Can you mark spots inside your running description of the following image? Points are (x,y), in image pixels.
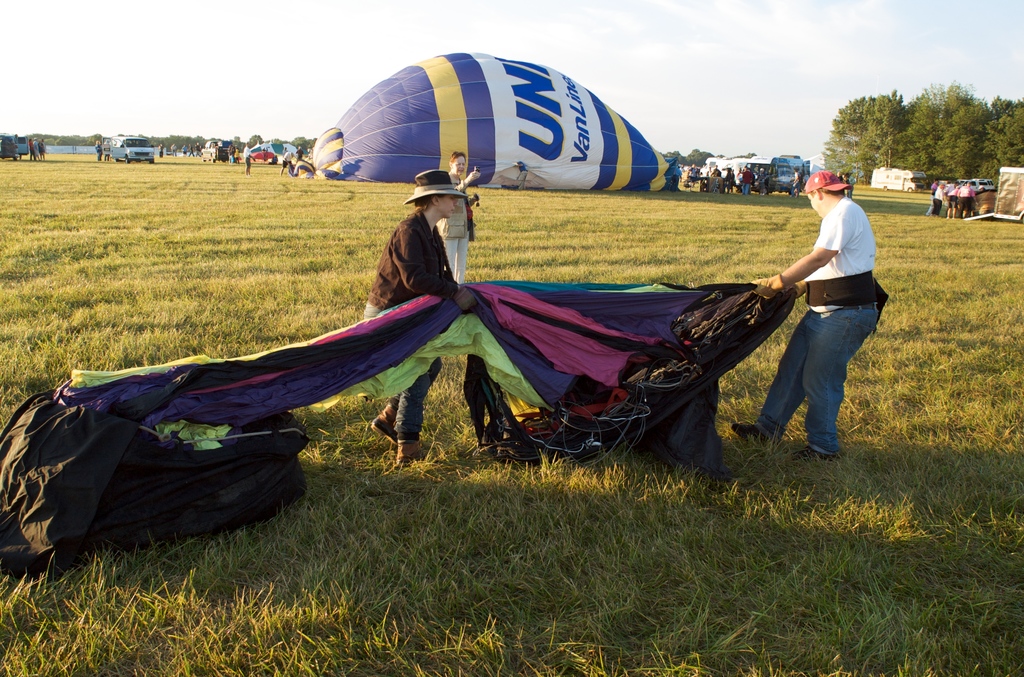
In this picture we can see grass (607,248) and group of people (444,179), in the background (432,147) we can find few vehicles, trees (680,157) and a balloon (459,100), in the middle of the image (425,235) we can see a man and woman (437,242), they wore caps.
